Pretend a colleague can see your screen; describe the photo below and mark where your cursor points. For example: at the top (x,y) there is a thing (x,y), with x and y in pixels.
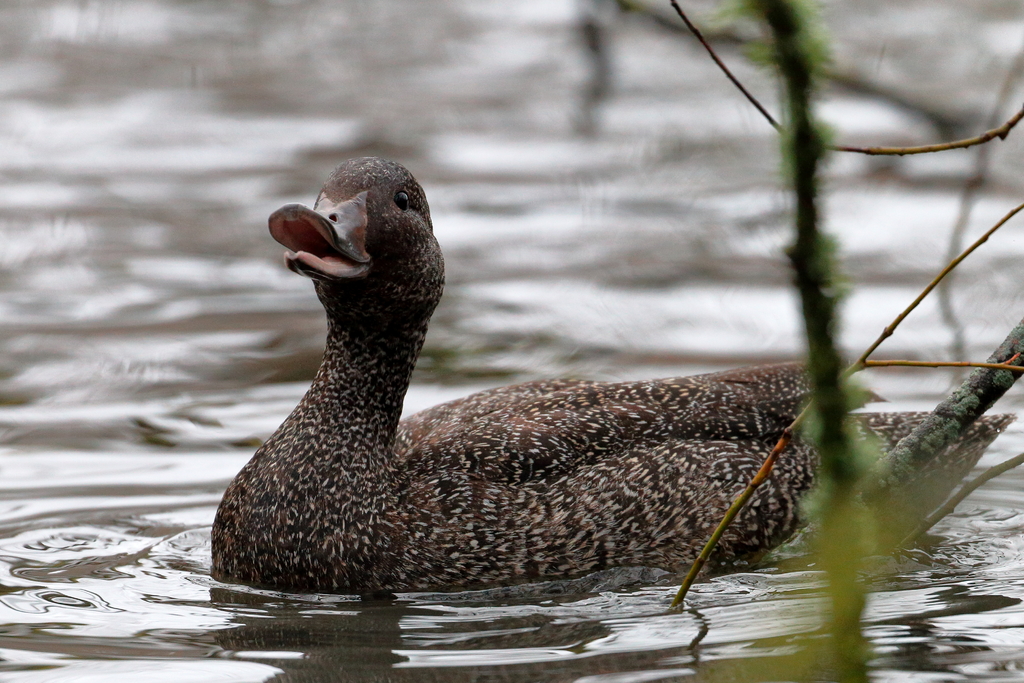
In this image I can see a duck (316,511) swimming on the water (837,227). There is a plant (777,16) on the right (979,371).
